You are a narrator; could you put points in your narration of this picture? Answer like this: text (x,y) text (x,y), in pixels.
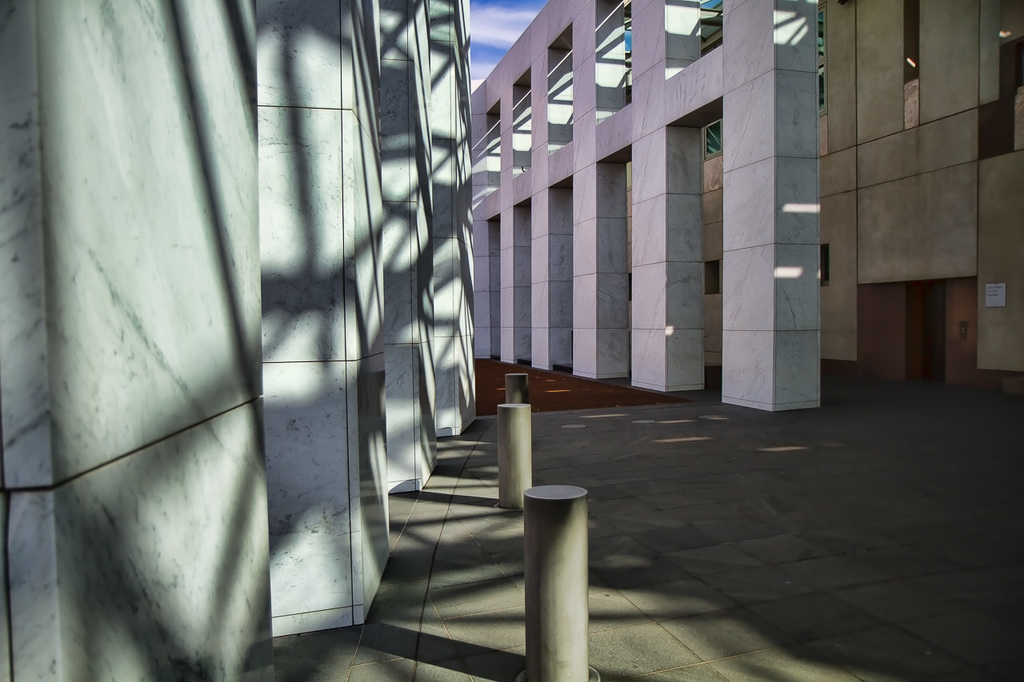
In the center of the image (389,299) we can see the buildings (740,133), wall (826,148), pillars (780,176), door (942,286), boards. At the bottom of the image (583,585) we can see the poles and floor (764,510). At the top of the image (505,39) we can see the clouds (509,16) are present in the sky (485,62).
